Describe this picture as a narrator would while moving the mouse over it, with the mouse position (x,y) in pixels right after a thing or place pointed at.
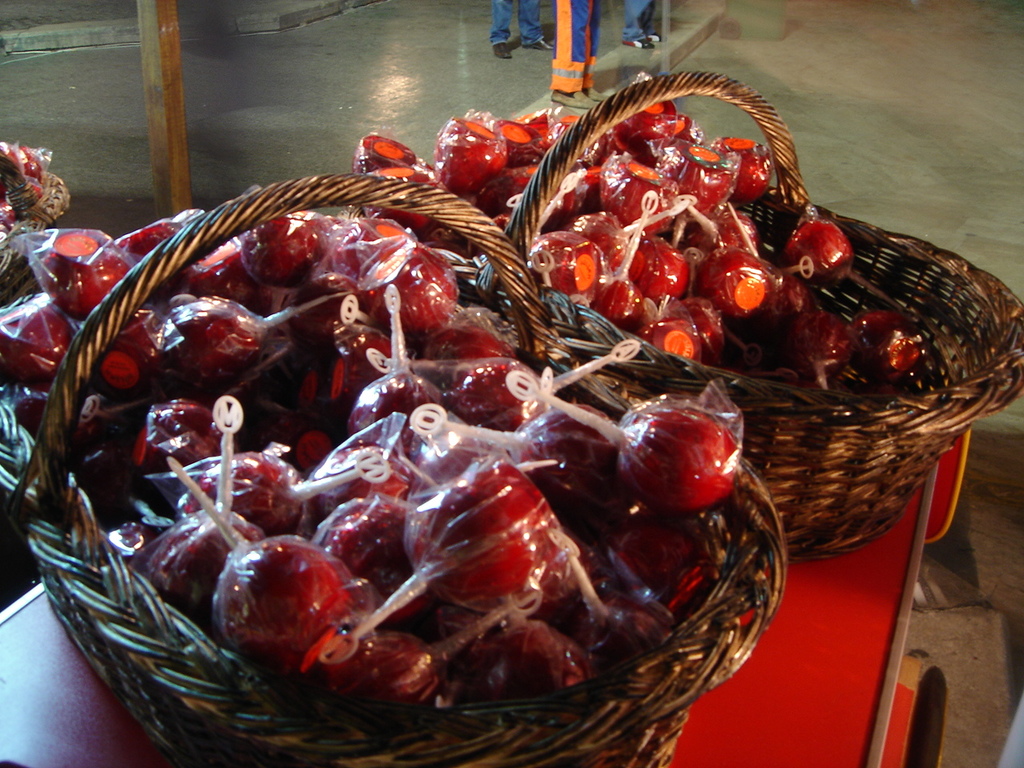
In this image we can see candy apples (501,316) in basket (672,696) placed on the table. In the background (567,44) we can see persons legs (561,14).
